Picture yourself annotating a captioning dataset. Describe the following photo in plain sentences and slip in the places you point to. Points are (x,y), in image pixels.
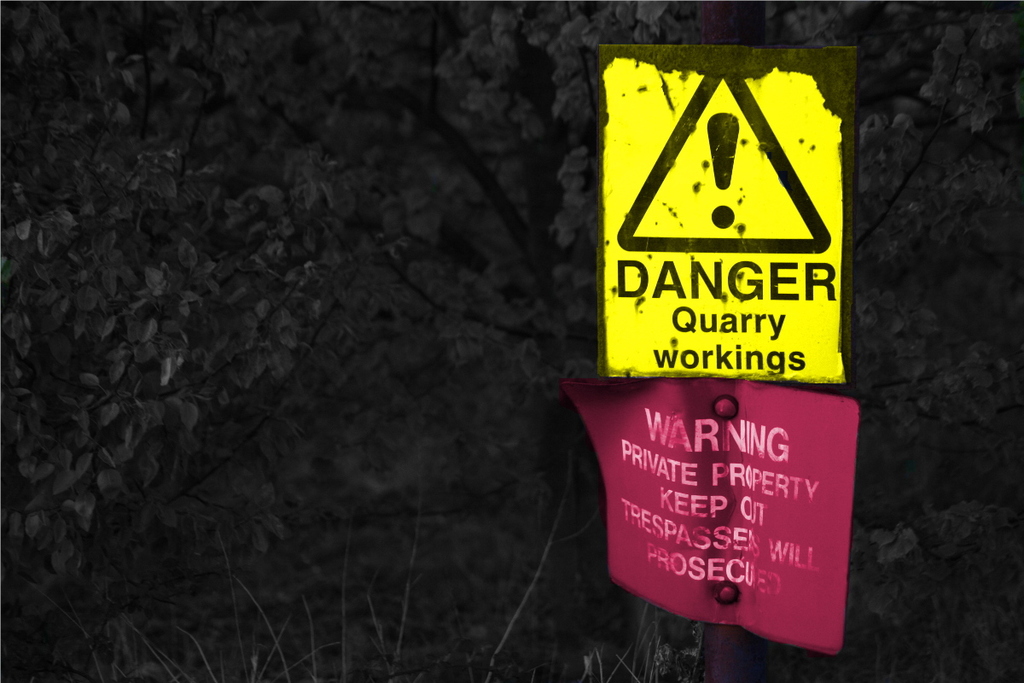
In this image, we can see a pole (741,642) with yellow and pink caution boards (730,483). At the bottom (476,678) we can see the grass (142,677). In the background (366,556), we can see dark and trees (178,231).
